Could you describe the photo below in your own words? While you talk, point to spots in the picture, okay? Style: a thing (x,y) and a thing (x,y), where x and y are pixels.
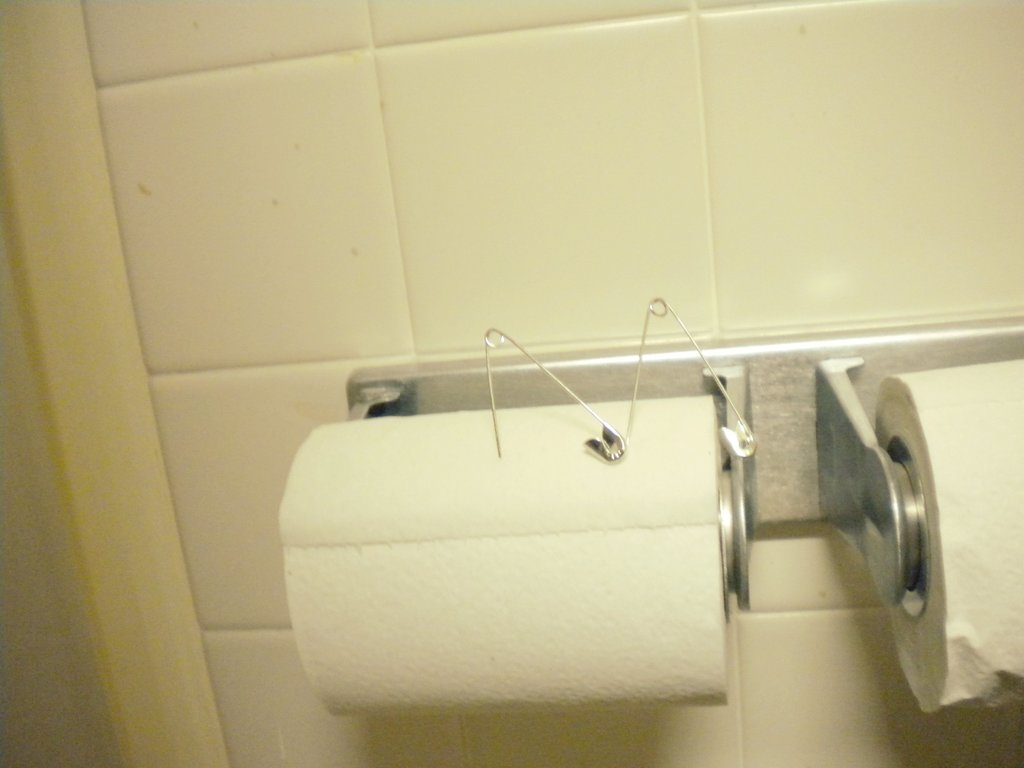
In this image we can see paper rolls (531,525), there are safety pins (683,328) on it, there is a wall (683,337) made up of tiles (293,263).
